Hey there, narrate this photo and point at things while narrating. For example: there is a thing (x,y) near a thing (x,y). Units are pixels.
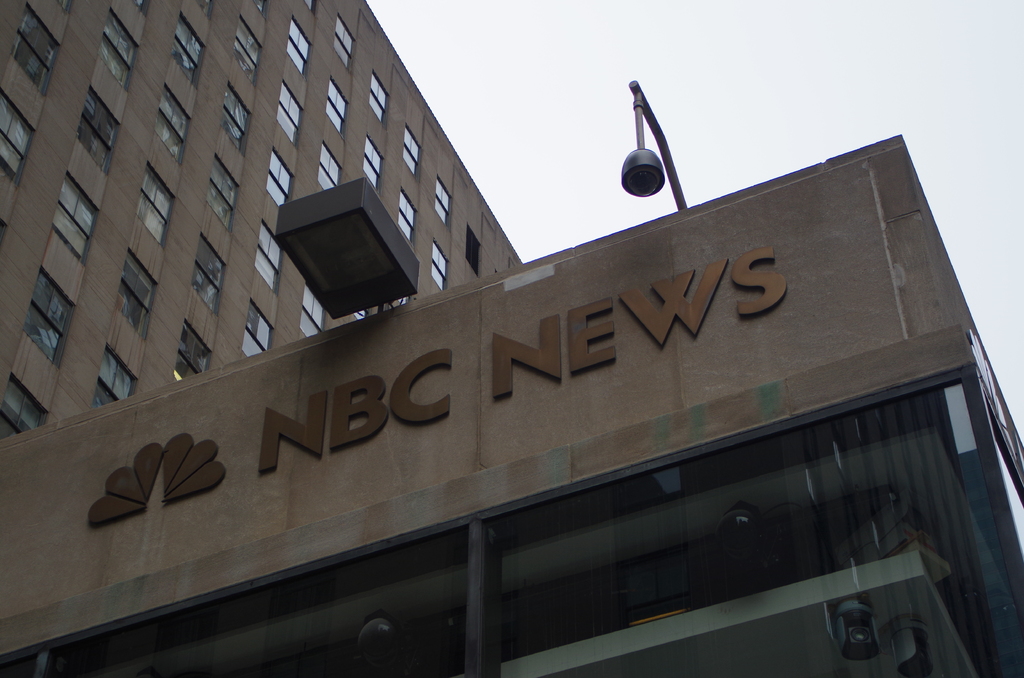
In this image we can see a building (503,398) with windows (808,522). Also we can see a camera (633,160) with a pole (667,163). And there is a name (359,391) and emblem (187,438) on the building (138,443). In the background (794,104) there is sky (967,184).
